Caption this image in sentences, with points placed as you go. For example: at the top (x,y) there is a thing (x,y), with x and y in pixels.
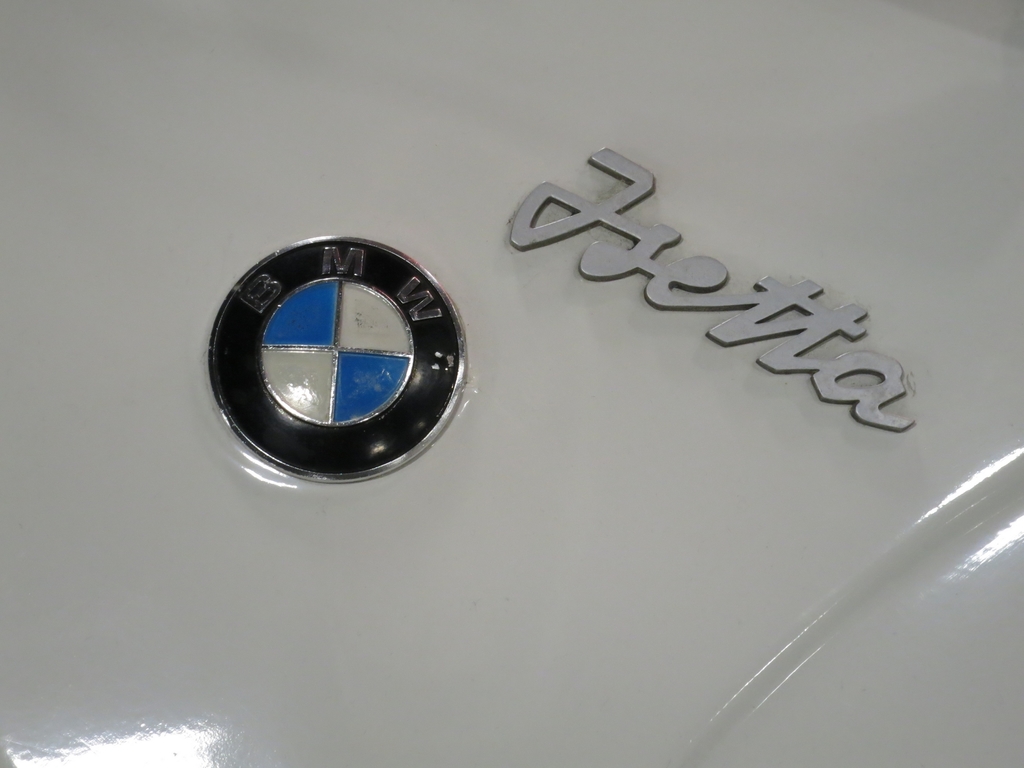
This picture shows a car bonnet (61,410) with a emblem (319,474) and text (646,262) on it.
